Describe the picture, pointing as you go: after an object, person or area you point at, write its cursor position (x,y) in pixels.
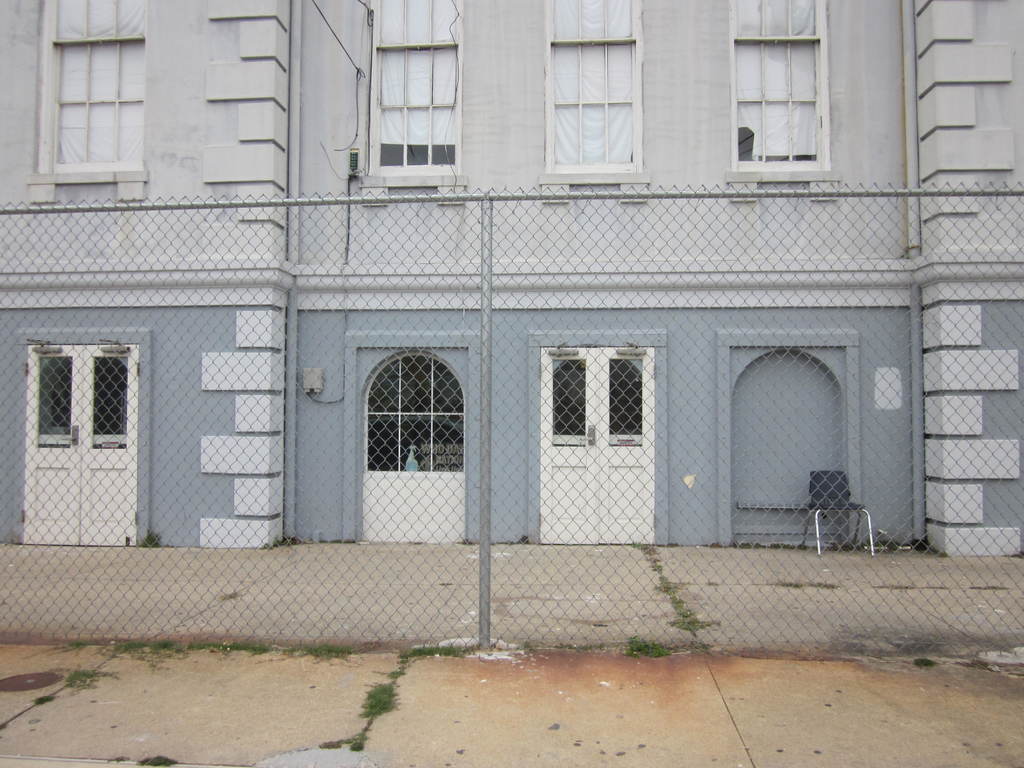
In the center of the image (571,400) there is a building (434,136). At the bottom (211,571) we can see a mesh (453,593). On the right (836,508) there is a chair (851,508).
